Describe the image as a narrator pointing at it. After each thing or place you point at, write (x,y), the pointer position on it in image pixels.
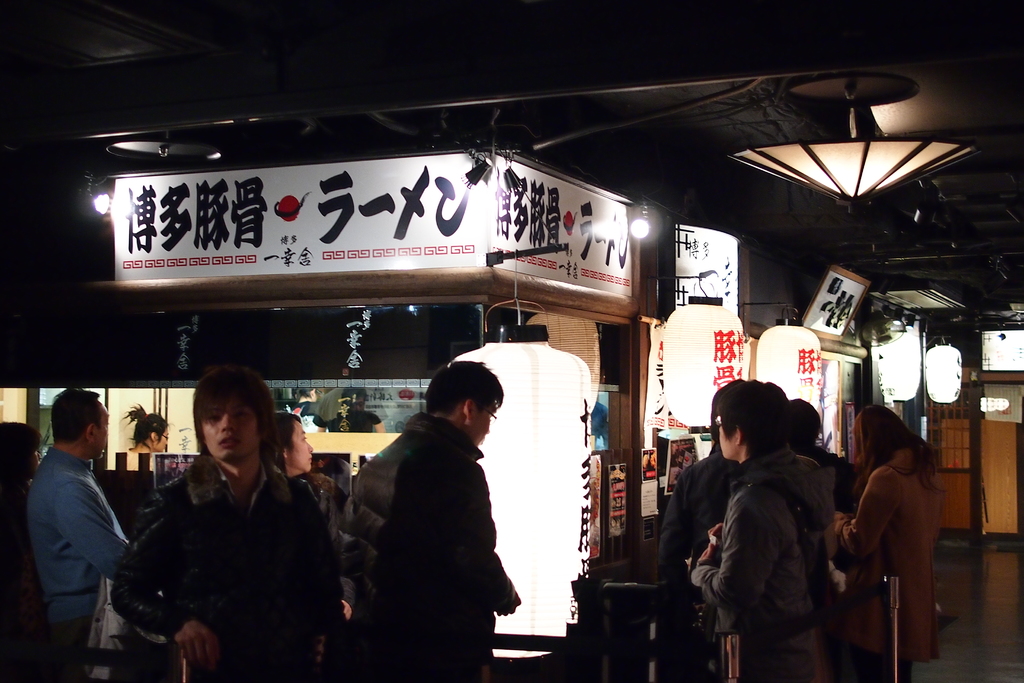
In this image, we can see few people (838,473), and poles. Background we can see stall (179,300), hoardings (445,199), lights (520,349), glass (182,425) and posters (619,495).
